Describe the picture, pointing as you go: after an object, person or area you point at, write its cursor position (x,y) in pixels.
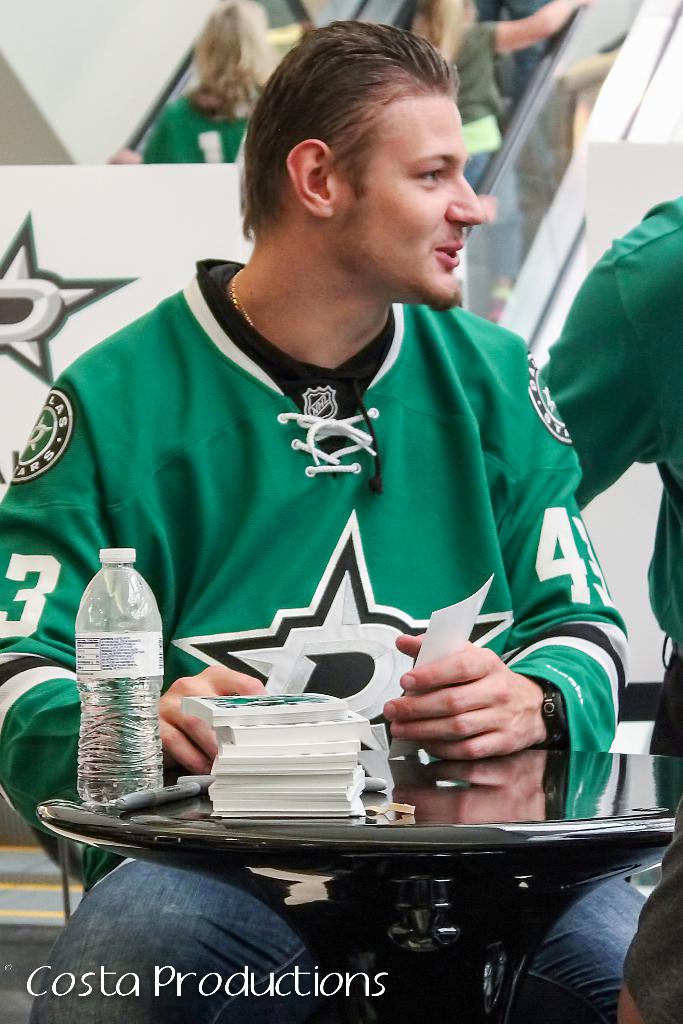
This picture shows a man (400,209) seated and smiling and we see a water bottle (162,761) and few papers (295,704) on the table (599,776).
